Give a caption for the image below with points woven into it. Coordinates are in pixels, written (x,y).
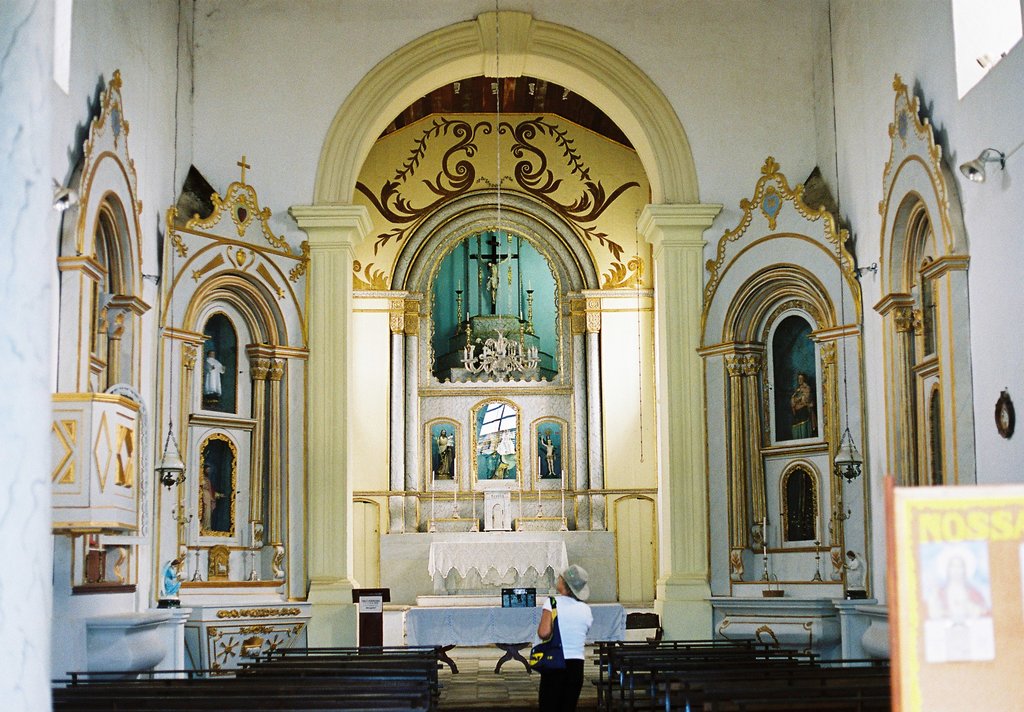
In this image there is a person (568,625) carrying a bag (557,646) is standing on the floor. He is wearing a cap (582,592). Before him there is a table (516,625) covered with a cloth (487,632). An object (518,595) is on the table (510,605). Beside the table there is a podium (378,634). On both sides of the person (575,612) there are few benches (623,672) on the floor (512,686). Few idols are kept inside the shelf (204,428). Few lamps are hanged from the roof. Few candle stands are kept on the shelf (792,584). Right bottom there is a banner (990,528). A lamp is attached to the wall (989,198).
